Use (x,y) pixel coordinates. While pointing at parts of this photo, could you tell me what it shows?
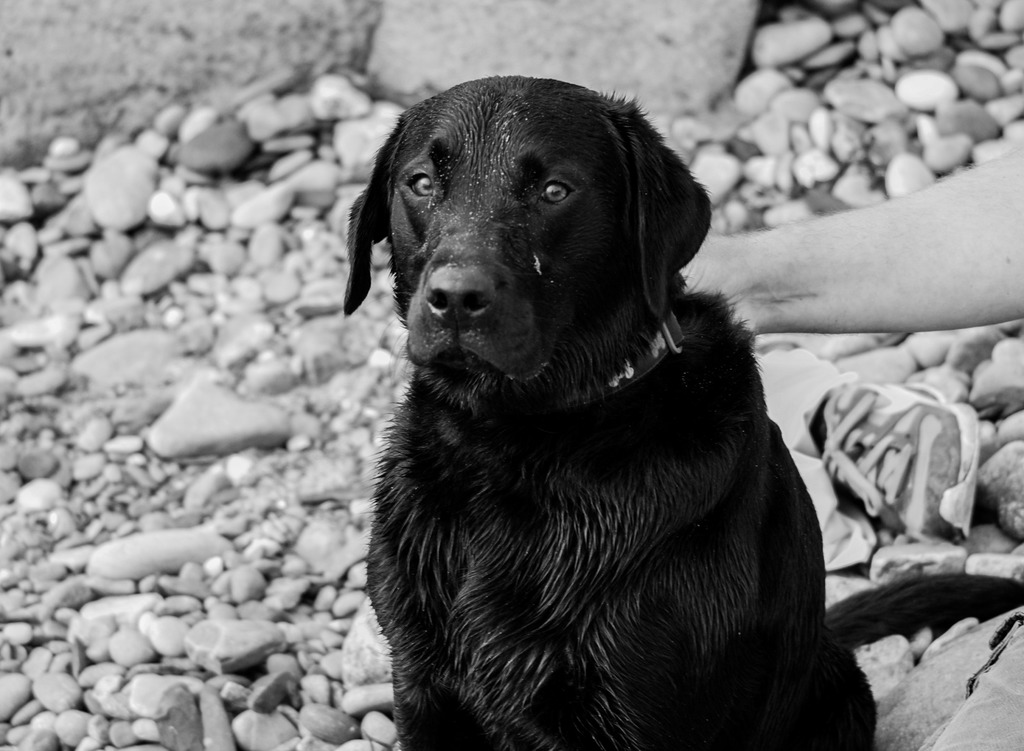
In the center of the image (572,347) there is a dog (575,537). On the right (797,266) we can see a person's hand (823,278). In the background (220,171) there are stones (561,76) and we can see a shoe (937,464).
